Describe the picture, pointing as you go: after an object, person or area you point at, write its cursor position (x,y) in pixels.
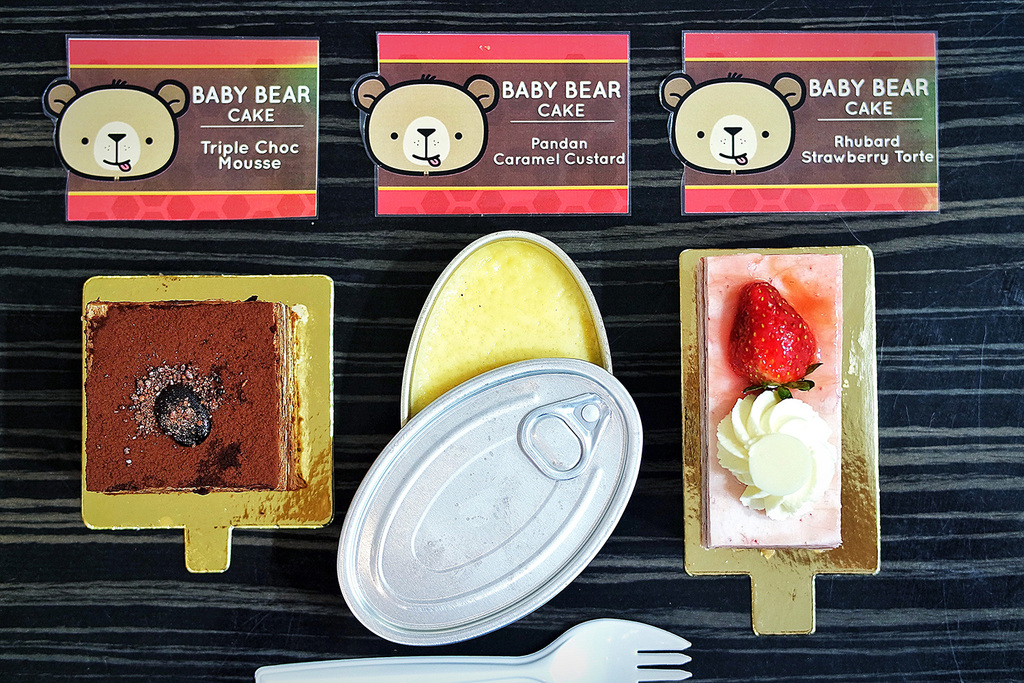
In this image we can see three different kinds of food items (466,331) with labels (287,131) on top of them and a fork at the bottom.
